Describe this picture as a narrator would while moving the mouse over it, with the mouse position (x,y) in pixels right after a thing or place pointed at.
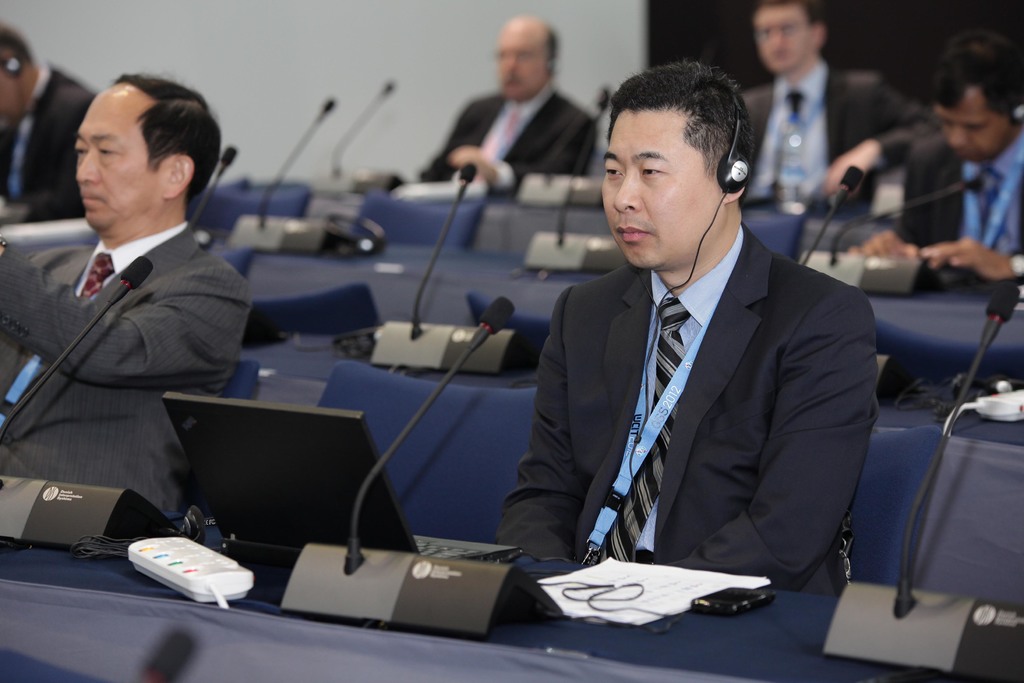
In this image we can see some persons (7,341) wearing suits (132,369) sitting and there are some microphones (301,564), water bottles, some other items (181,560) and in the background of the image (376,74) there is a wall (250,55).
